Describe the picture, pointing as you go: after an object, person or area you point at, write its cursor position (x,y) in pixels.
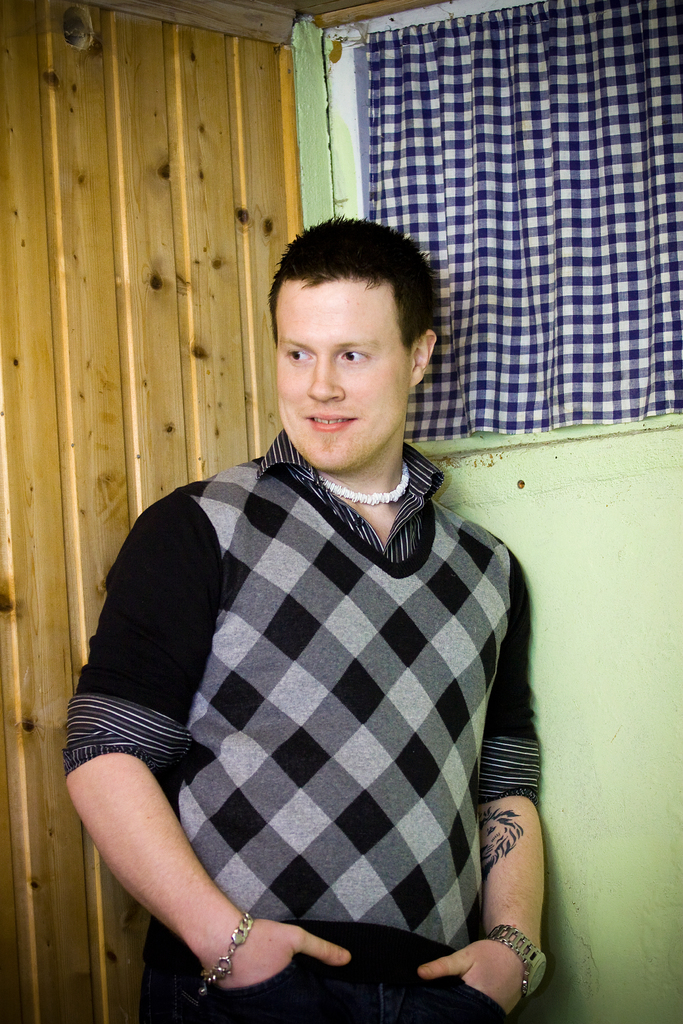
This picture is clicked inside. In the center (447,590) there is a person (285,556) wearing a black color t-shirt (316,666), smiling and standing. In the background (530,517) there is a window (361,56), wall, curtain (378,67) and a wooden door (115,195).
